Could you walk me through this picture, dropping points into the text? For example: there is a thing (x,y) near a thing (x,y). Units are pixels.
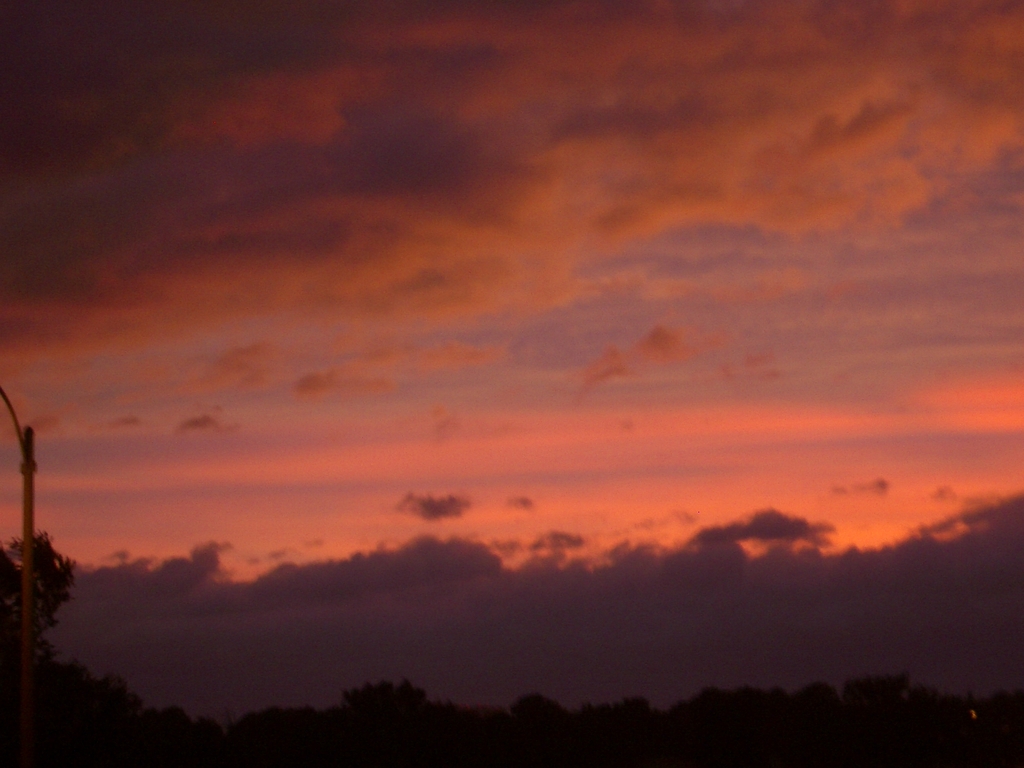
In the background (623,732), I can see groups of trees (42,535). There is a sky (469,255) on the top of this image (444,254).
